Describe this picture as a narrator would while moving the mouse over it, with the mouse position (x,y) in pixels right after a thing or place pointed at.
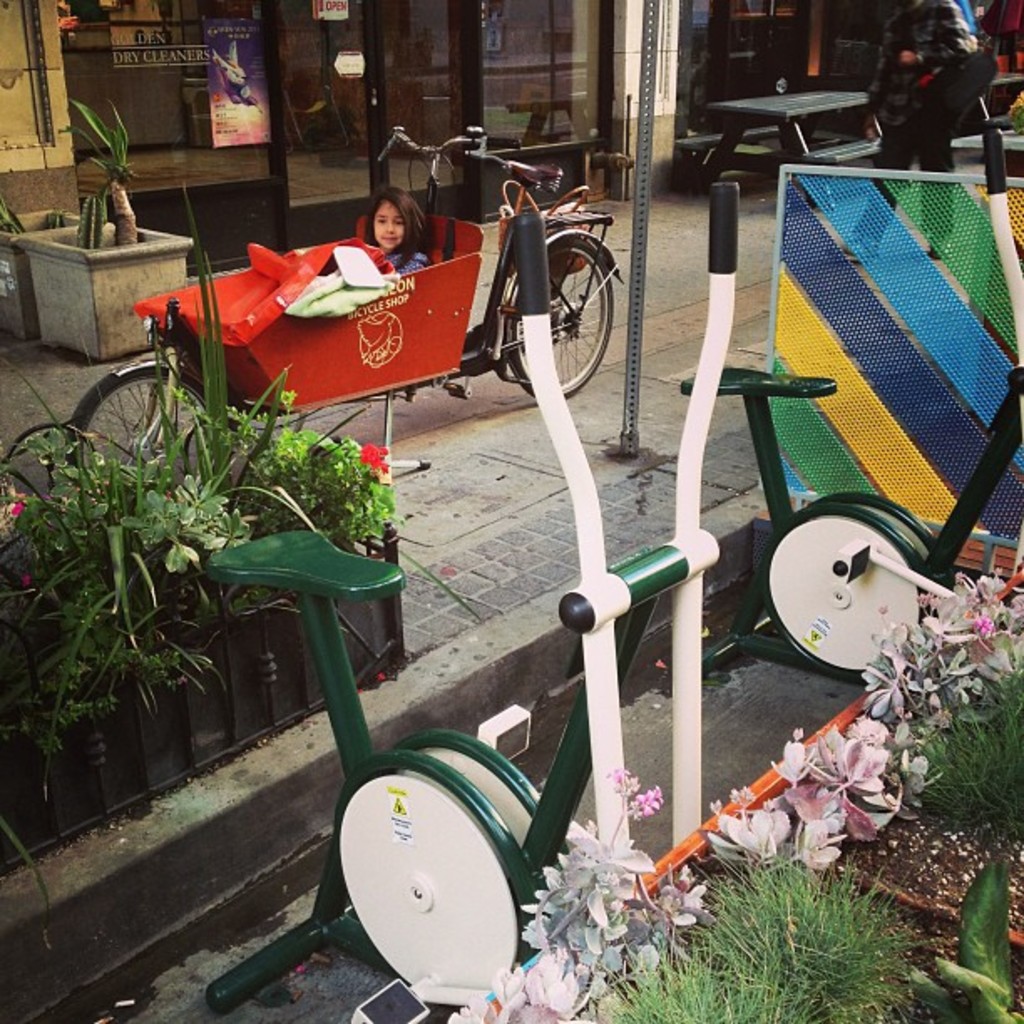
This picture is clicked outside. In the center (633,646) we can see the two green color exercise bikes (346,947) and we can see the flowers (834,784), plants (180,683) and there is a girl (376,226) sitting in the cart (355,375) of a vehicle (355,375). In the background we can see the person (905,46), benches (786,97), house plant (55,240) and some other items (248,83).
